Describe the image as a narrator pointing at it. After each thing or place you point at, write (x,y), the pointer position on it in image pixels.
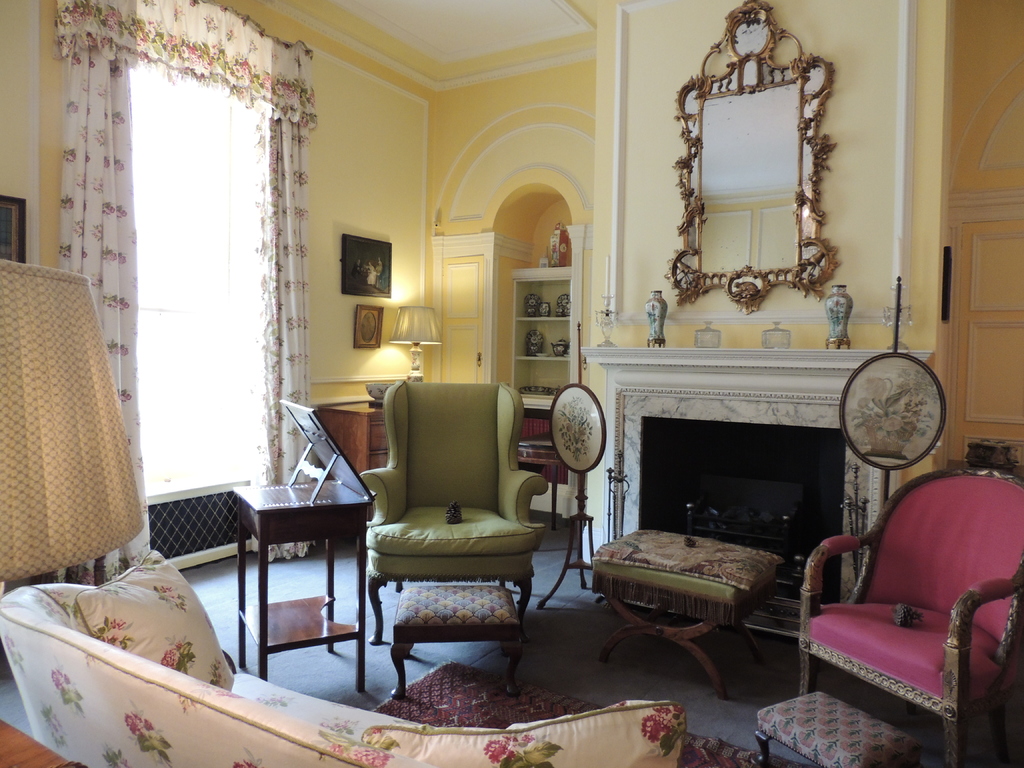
In this image I see many chairs (434,484), a table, window (177,463) and a curtain (304,304) on it and a rack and few photo frames (344,293) and few things (780,268) over here.
